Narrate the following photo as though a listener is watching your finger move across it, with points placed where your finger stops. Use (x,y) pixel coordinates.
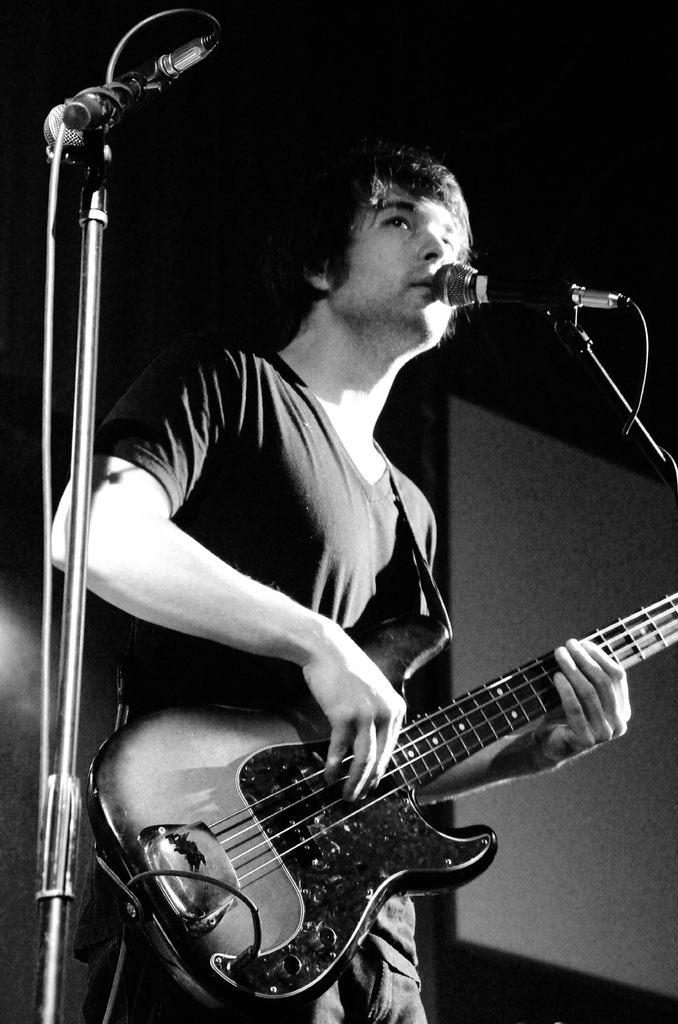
A man (315,424) is singing with a mic (551,291) and playing a guitar (333,826).
